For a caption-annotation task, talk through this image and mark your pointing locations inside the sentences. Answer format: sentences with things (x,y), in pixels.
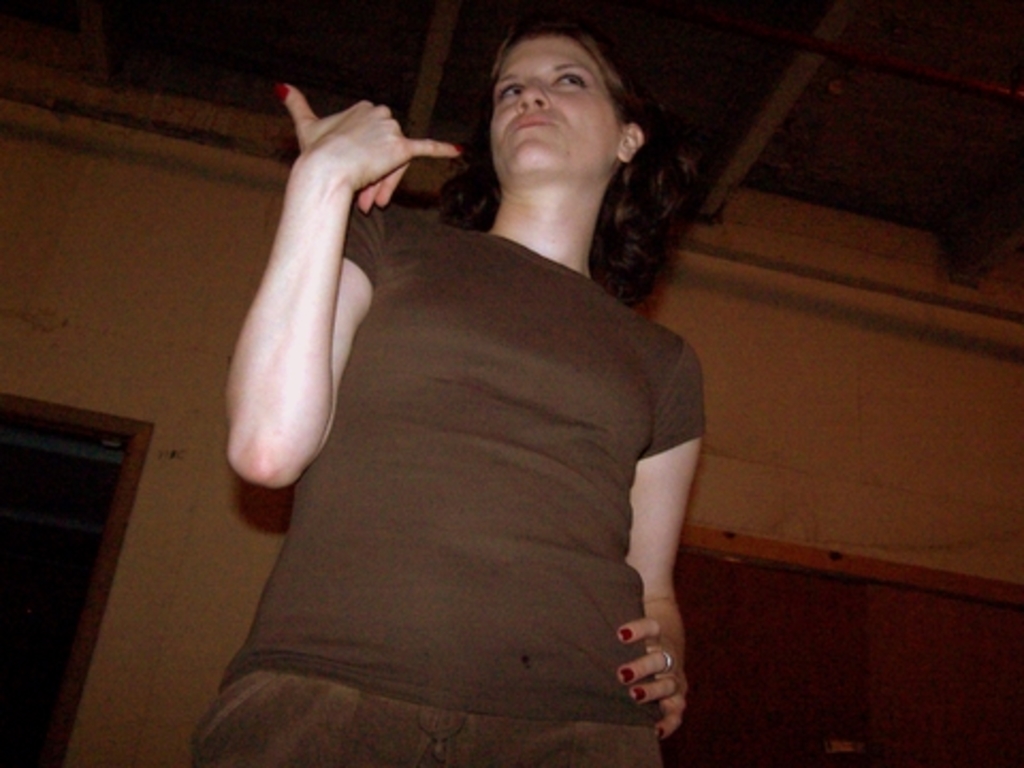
In this image, we can see a woman (389,492) standing, we can see the wall (882,377) and a door (20,534).
